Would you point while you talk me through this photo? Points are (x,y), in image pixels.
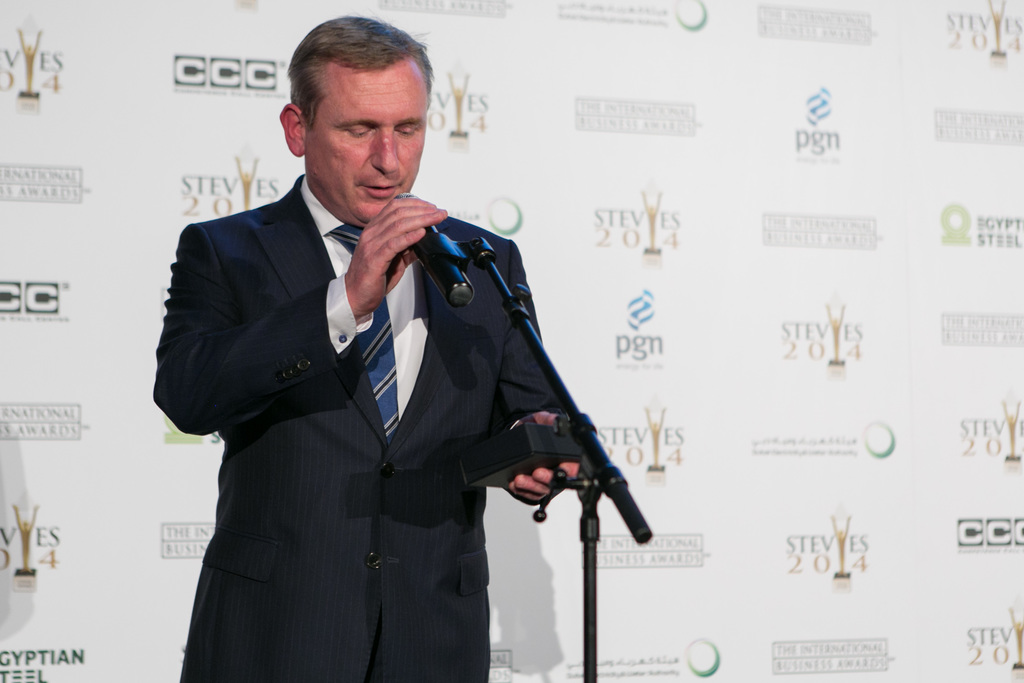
In this image there is a person (480,402) wearing black color suit (492,401) holding a microphone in his right hand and at the background (617,166) there is a white color sheet (513,150) on which some words (243,80) are written.
